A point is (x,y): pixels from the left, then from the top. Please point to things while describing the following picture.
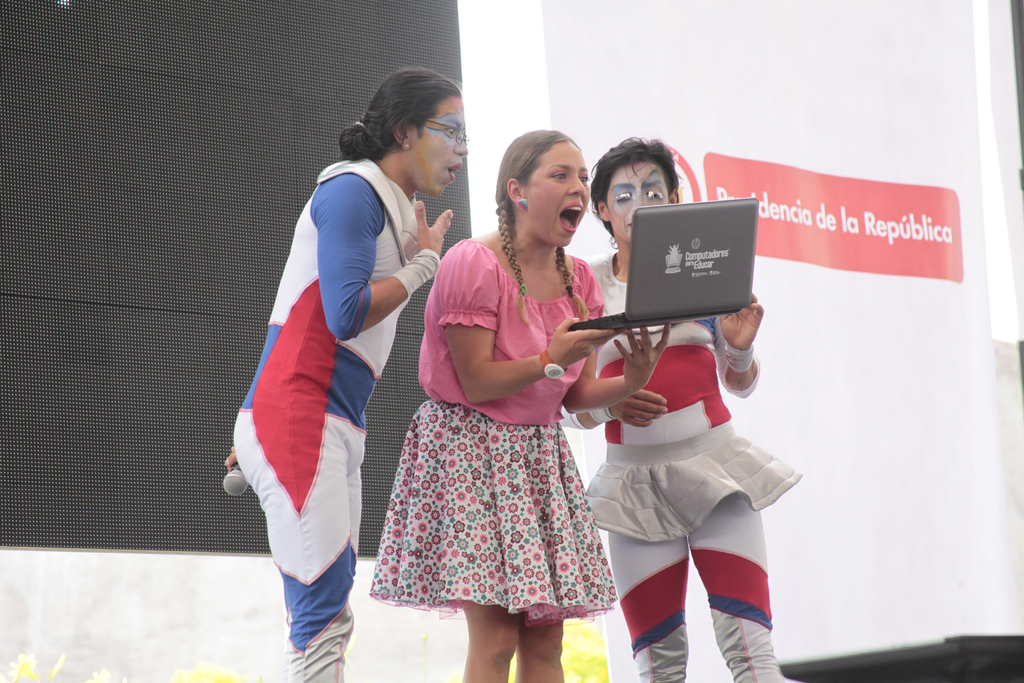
In this picture I can see three women (567,285) are standing and looking at the laptop screen (671,303), two women (660,326) on the left (307,314) and right are wearing the costumes (750,526), On the right side (765,531) there is a banner (793,541).
